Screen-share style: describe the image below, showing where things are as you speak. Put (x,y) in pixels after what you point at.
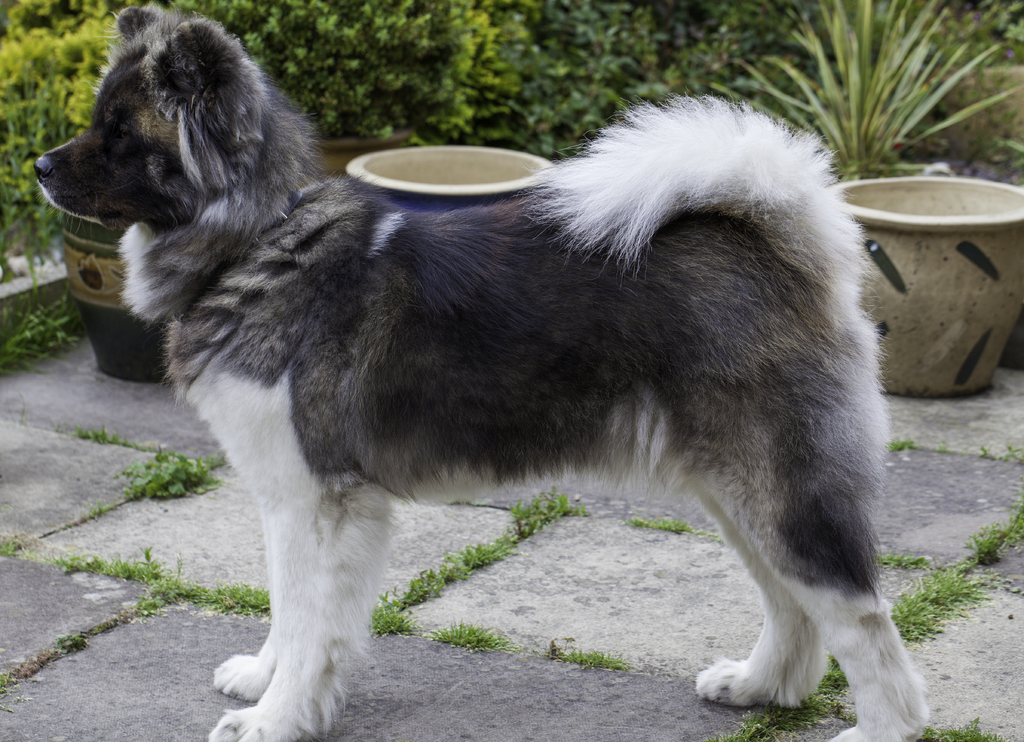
This image consists of a dog (319,200) in black and white color. At the bottom (552,674), there is ground (535,646). In the background (550,125), there are plants (868,147).
